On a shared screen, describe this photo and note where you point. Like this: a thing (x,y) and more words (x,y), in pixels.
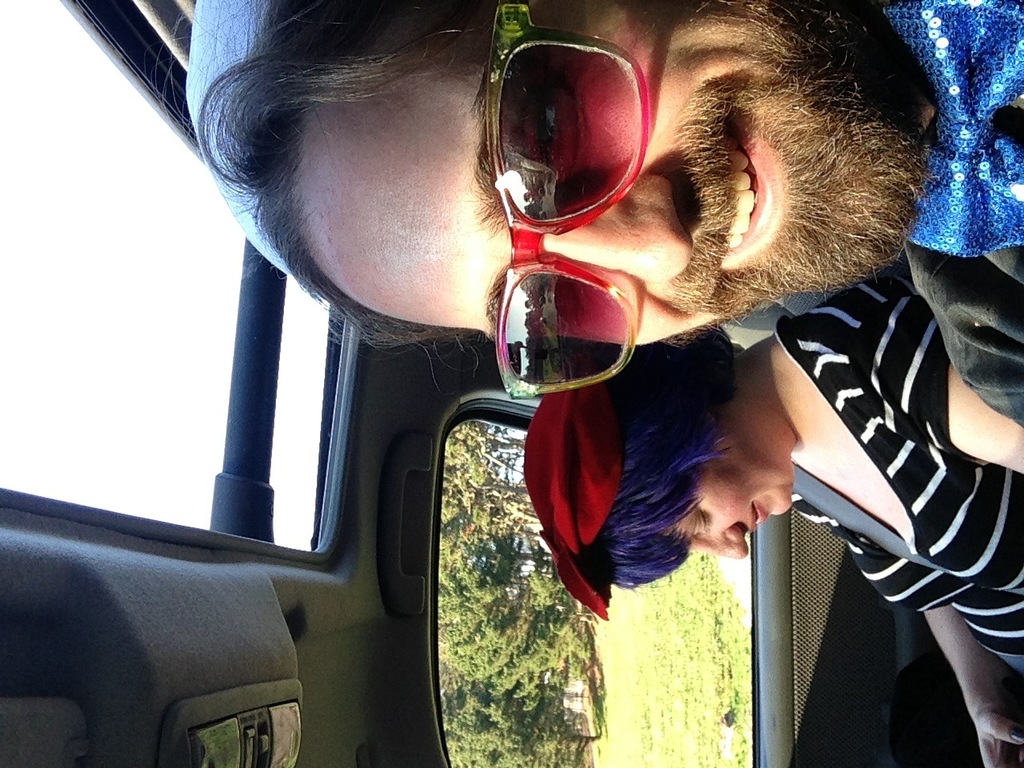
In the image we can see there are people (686,359) sitting in the open top window car (431,476). Behind there is a ground (696,709) covered with grass (729,678) and there are lot of trees (500,580).
